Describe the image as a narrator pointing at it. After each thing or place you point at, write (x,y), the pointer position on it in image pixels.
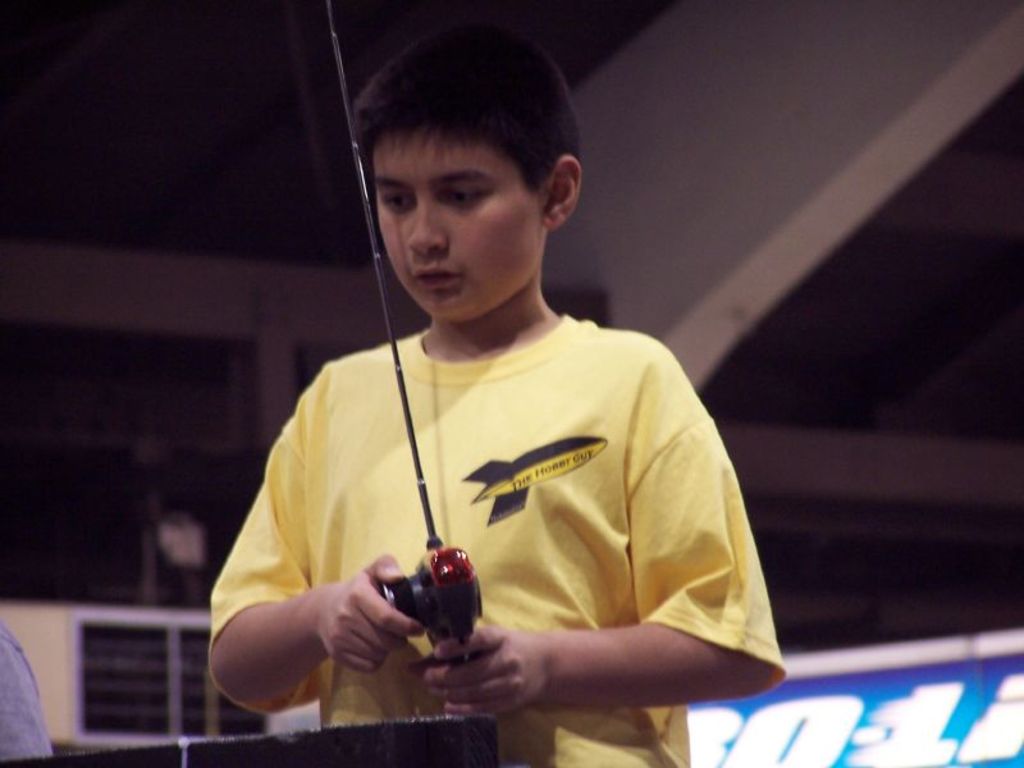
In the middle of the image (599,348) a boy (405,97) is standing and holding something in his hand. Behind him there is wall (52,625). At the top of the image (956,2) there is ceiling (933,222).
